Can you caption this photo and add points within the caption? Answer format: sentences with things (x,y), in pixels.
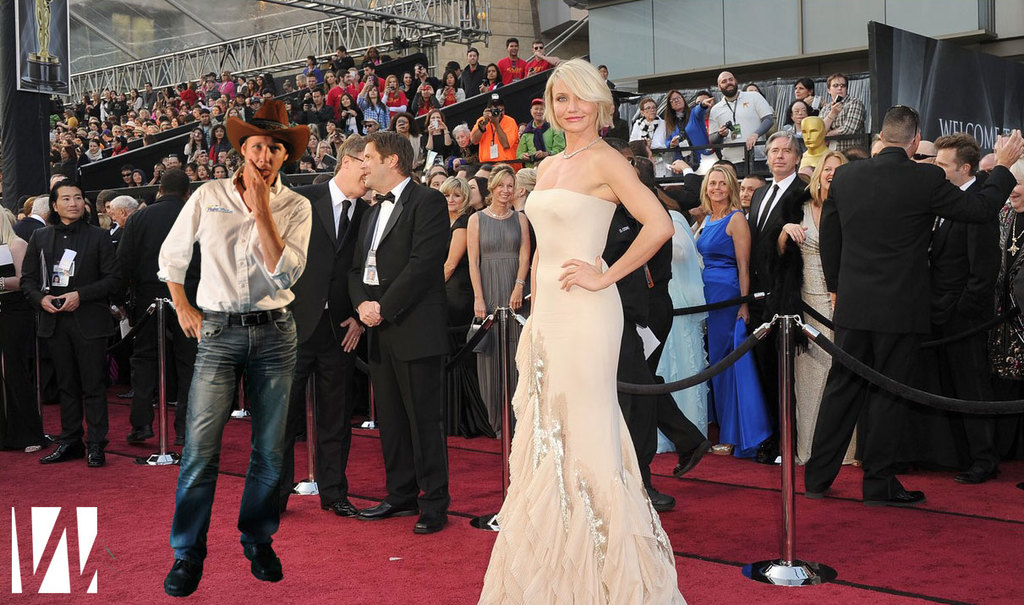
In this image we can see a few people (432,233), some of them are taking pictures with cameras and mobiles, some of them are wearing access cards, there are some poles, ropes (699,381), stands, and a banner (891,100) with some text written on it.
